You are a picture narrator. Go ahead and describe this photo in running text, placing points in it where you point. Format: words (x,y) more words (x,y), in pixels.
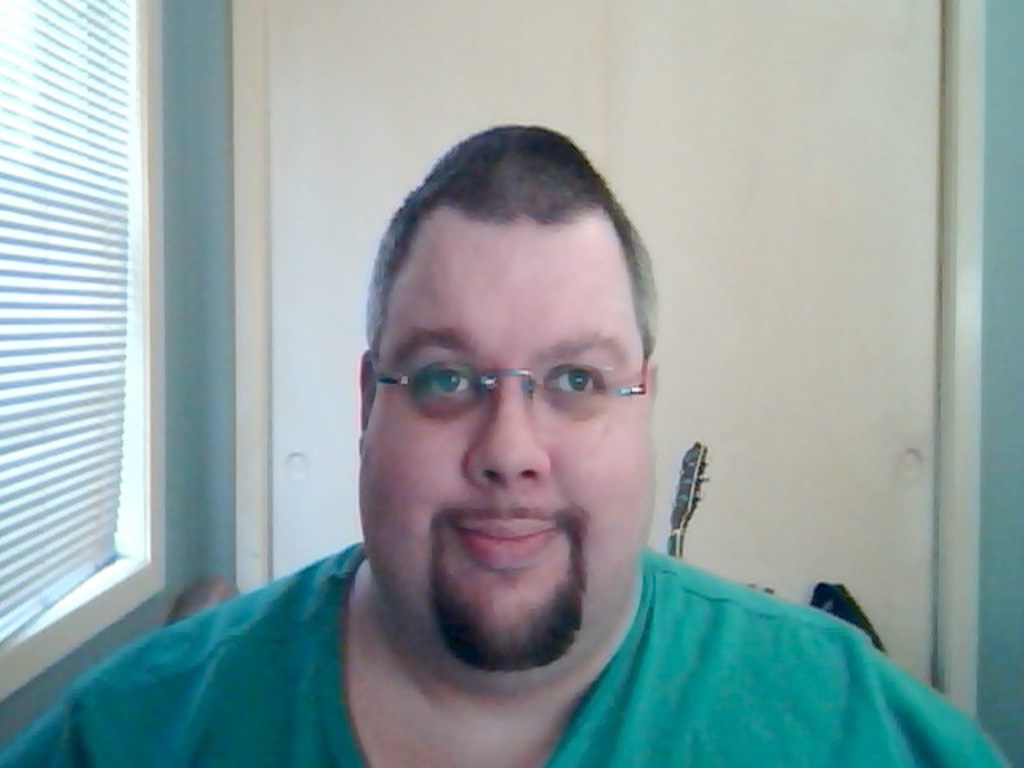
In front of the image there is a person (508,534) having a smile on his face (549,632). Behind him there are some objects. In the background of the image (787,595) there is a wall (989,195). On the left side of the image (158,181) there is a window (148,564).
